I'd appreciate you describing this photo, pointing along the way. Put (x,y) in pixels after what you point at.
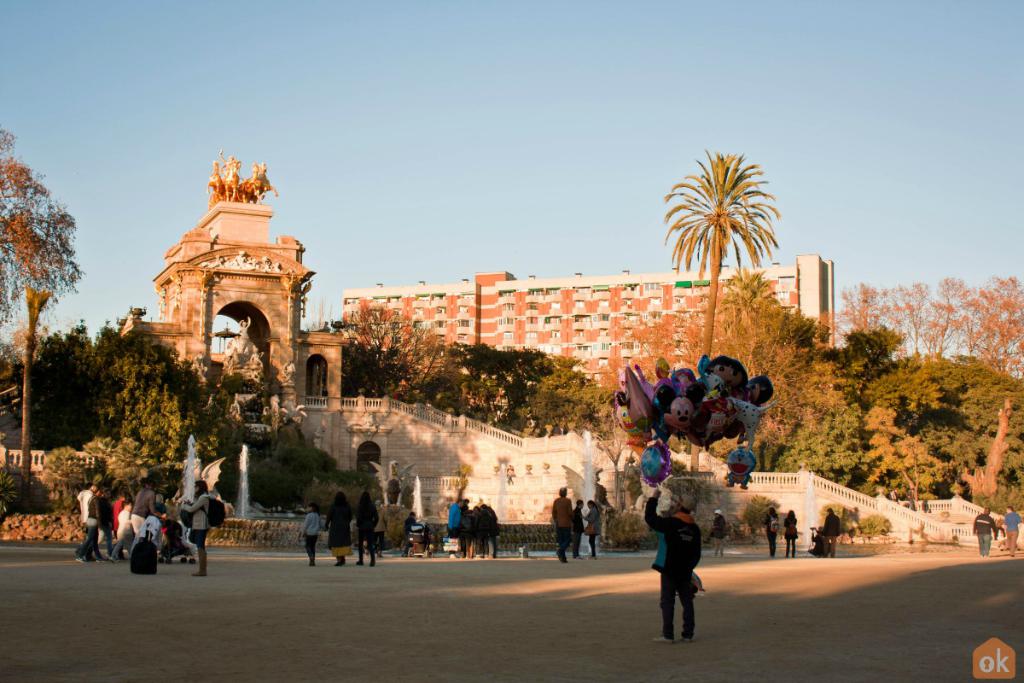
In this picture there is a man (685,515) who is holding the balloons (734,473). In the back (132,529) I can see many people (139,516) who are walking on the street (772,570). Beside them I can see the monuments structure (263,342). On the right (934,534) I can see the stairs (797,477) and railing (891,503). Behind the stairs (946,527) I can see the trees (949,400), plants (949,400) and grass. In the background (695,312) I can see the building (647,312). At the top (550,58) I can see the sky (512,82). At the top of the monument (235,206) I can see the statues (229,182).
